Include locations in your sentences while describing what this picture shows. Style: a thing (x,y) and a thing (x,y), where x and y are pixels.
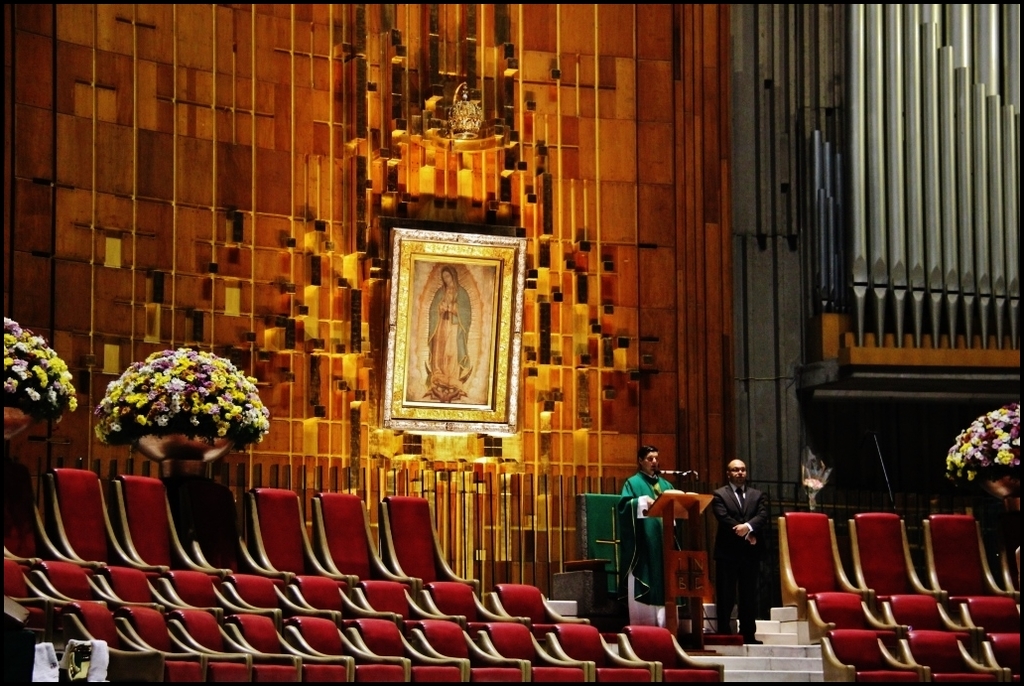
In this picture we can see two men (752,506) where one is standing at podium (666,507) and talking on mic (687,475) and beside to them we have chairs (431,610), flower pots (164,441) and in background (326,319) we can see wall (672,185), frame (474,272).
